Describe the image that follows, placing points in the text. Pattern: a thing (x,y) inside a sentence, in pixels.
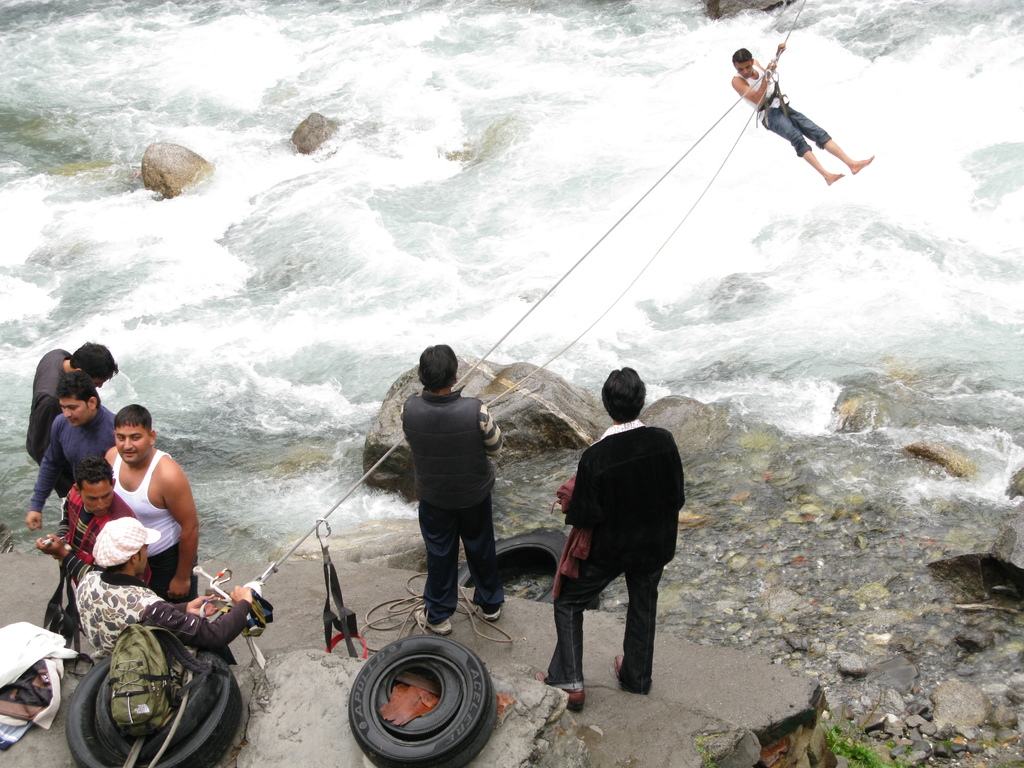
In this image, at the bottom (165,531) we can see many people (185,585) standing at the top (745,49), I can see a person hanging to the ropes (793,24) and in the background (618,218) I can see the water (643,94) and rocks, at the bottom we can see some tires (409,762).
